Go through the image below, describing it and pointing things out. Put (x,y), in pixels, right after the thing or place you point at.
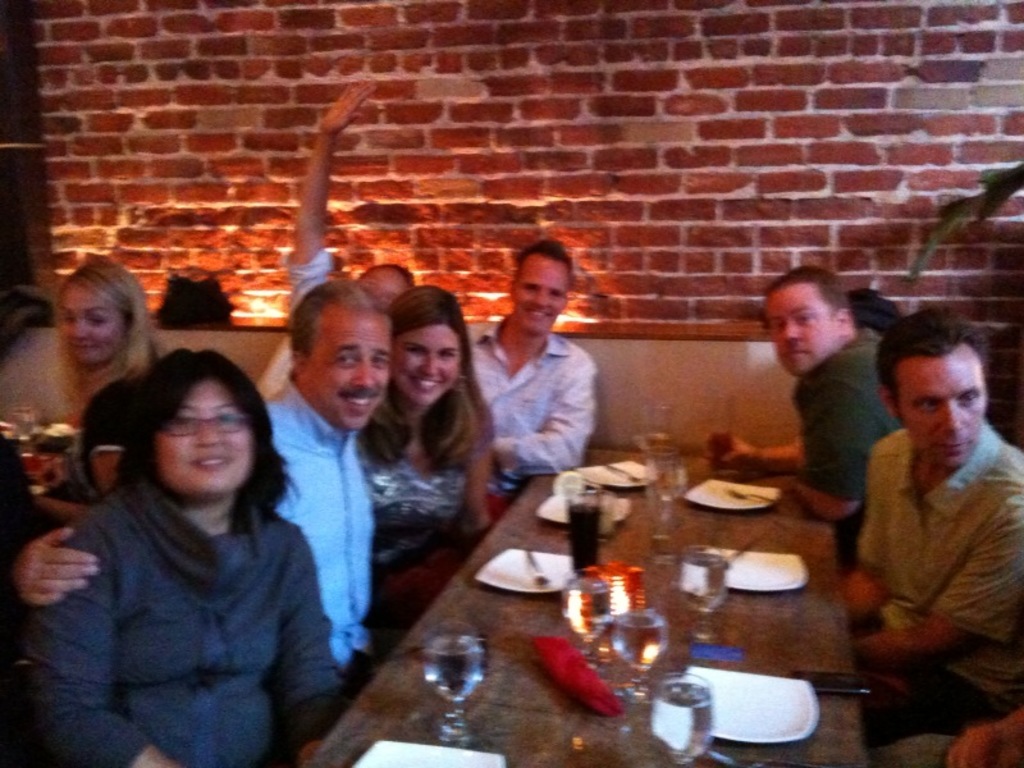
People (391,423) are sitting on the sofa (681,386) and on the table (790,636) we have glass (709,578), plate (790,574), spoon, in the back wall (596,221) is present.
